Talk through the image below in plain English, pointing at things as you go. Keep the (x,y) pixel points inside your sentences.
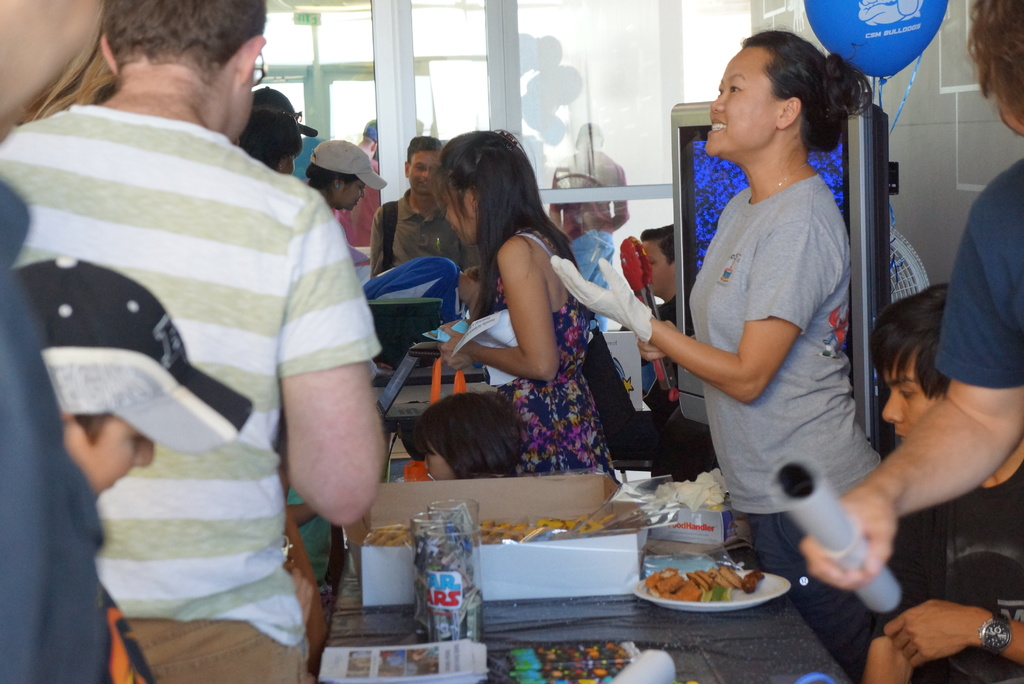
This picture describes about group of people (582,399), few are seated and few are standing, in front of them we can see a plate (745,602), box (494,488), papers (374,668) and food (673,592) on the table (715,647), in the background (688,107) we can see screen (697,224) and balloons (553,75).
